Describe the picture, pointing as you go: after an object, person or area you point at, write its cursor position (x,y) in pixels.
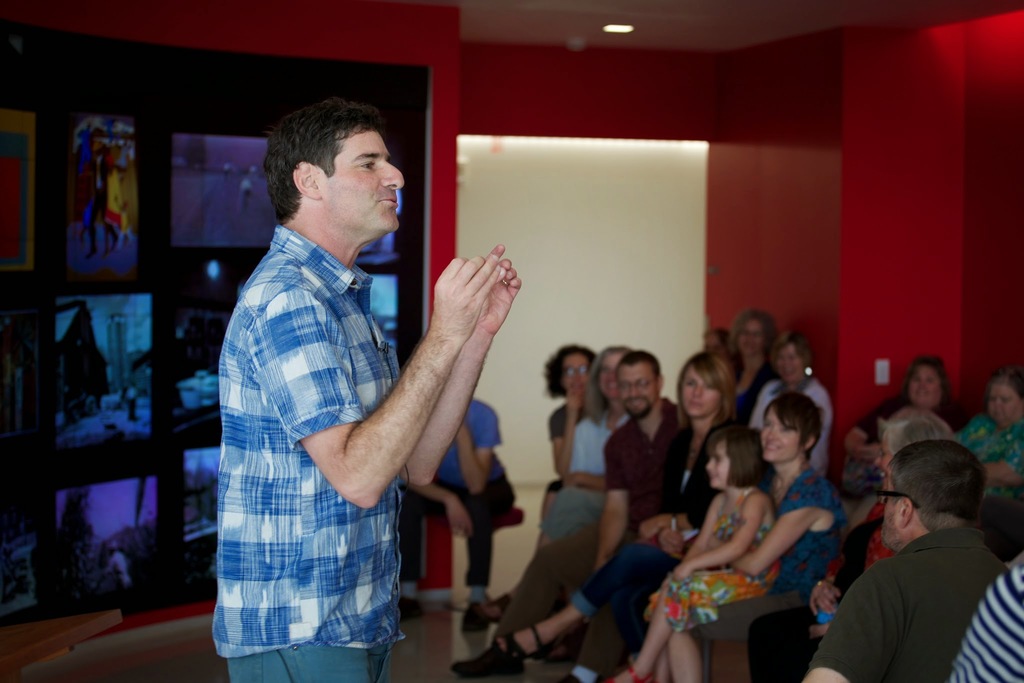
In this image, we can see people (752,411) wearing clothes (282,398). There are screens (81,378) on the left side of the image (199,193). There is a light (619,27) at the top of the image (613,26). There is a photo (108,178) in the top left of the image (98,220).
